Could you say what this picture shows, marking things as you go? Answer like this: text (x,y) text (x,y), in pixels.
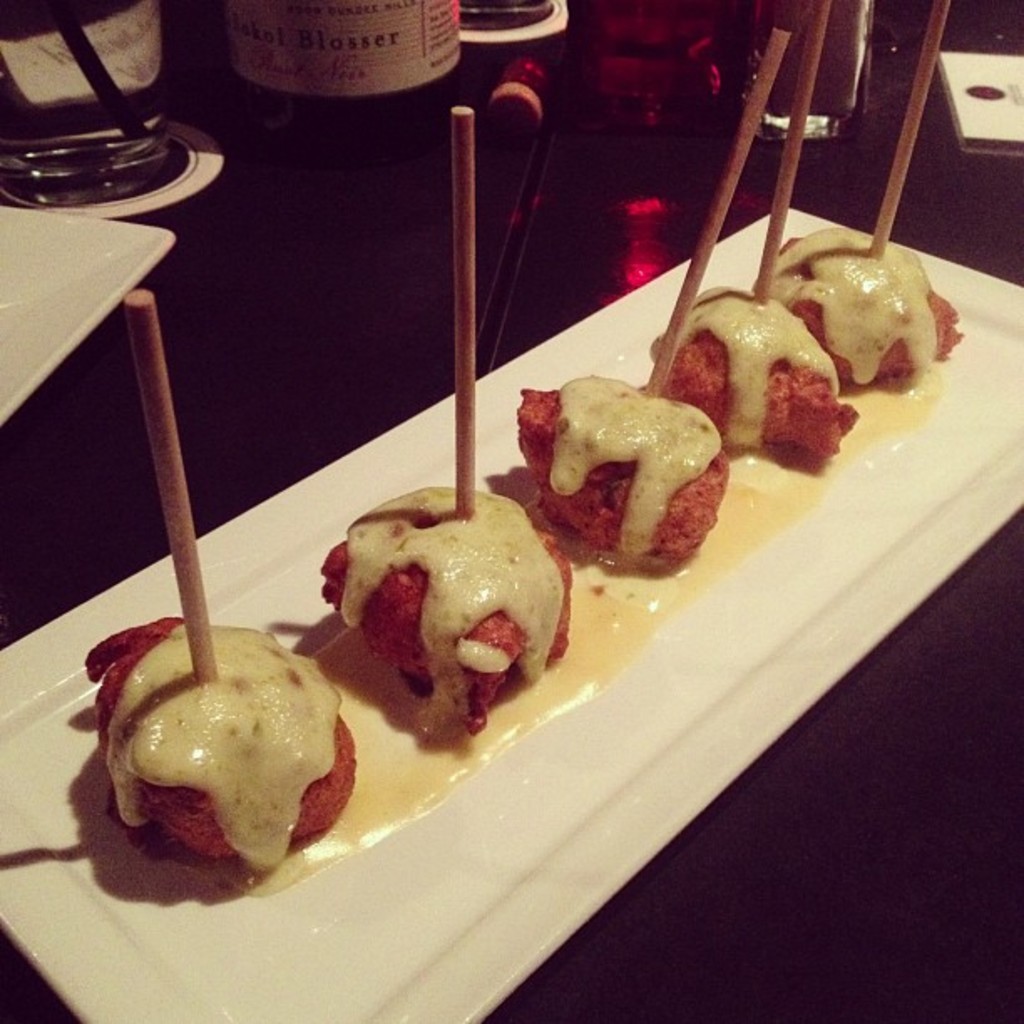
In this image there are food items (527,685). On top of it there are sticks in a plate (535,780). Beside the plate (607,351) there are glasses (472,7), bottle (307,36) and a few other objects (11,349) on the table (805,923).
